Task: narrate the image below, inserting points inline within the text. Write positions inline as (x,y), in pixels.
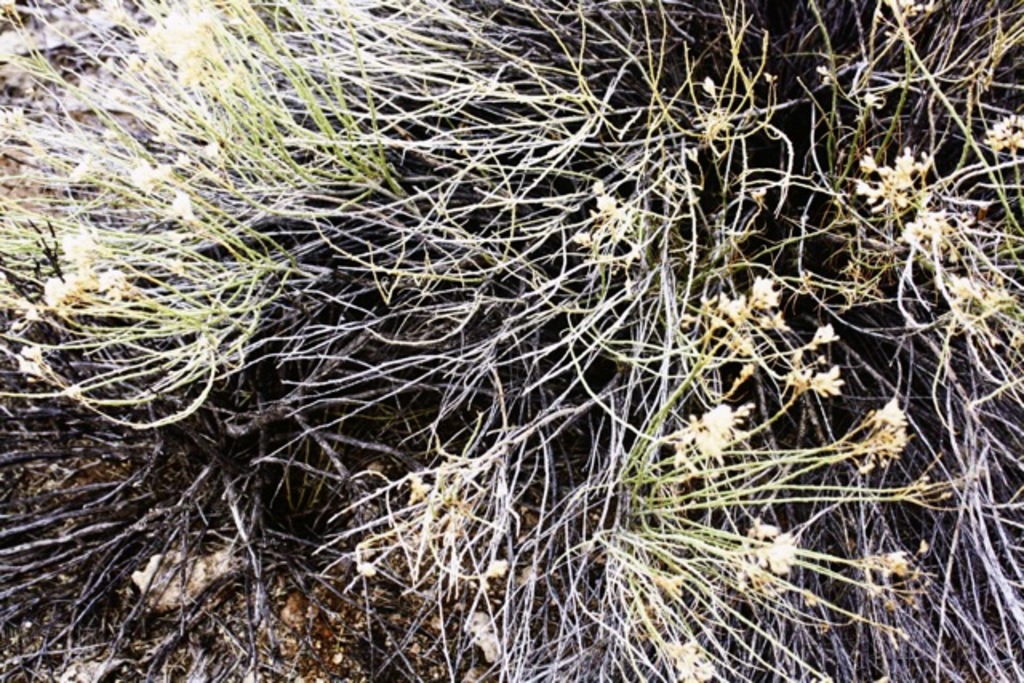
In this picture there are flowers (31,360) on the plants (431,349). At the bottom (210,590) there is mud (267,637) and there are stones (211,579).
